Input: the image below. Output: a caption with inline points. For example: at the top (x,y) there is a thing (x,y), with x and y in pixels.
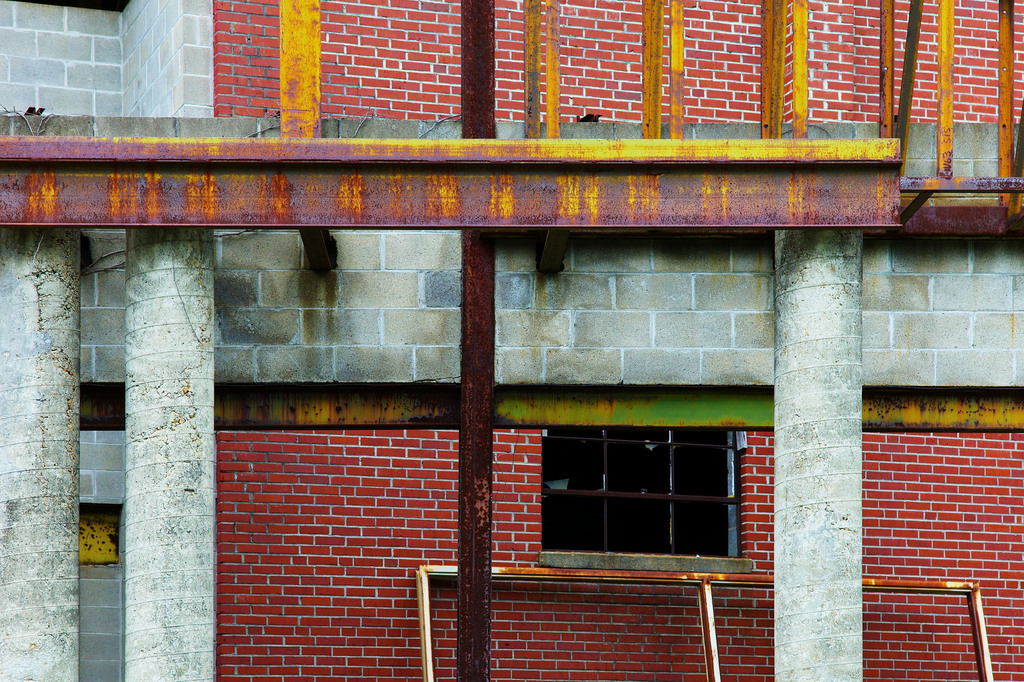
In this picture there is a building (590,373). On the left (21,242) there are two pillars (44,626) near to the brick wall (281,557). At the bottom (451,570) there is a steel frame (971,592) which is kept near to the window (701,544) and pillar (811,610).
